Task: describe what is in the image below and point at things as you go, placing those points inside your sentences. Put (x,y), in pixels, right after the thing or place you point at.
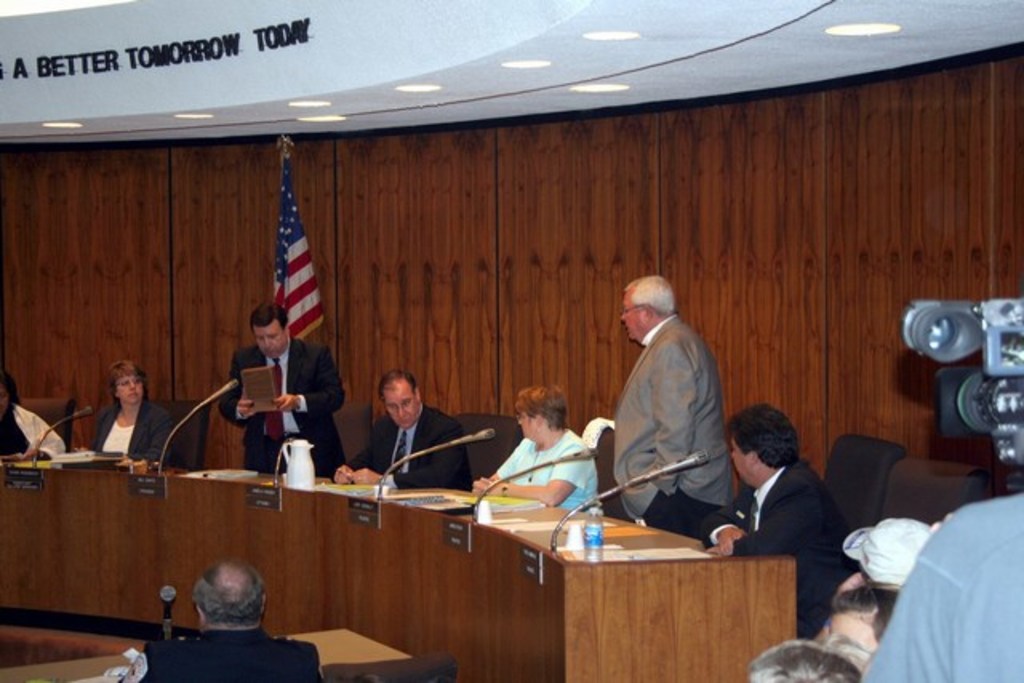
In this image there are group of people (842,625) sitting on chairs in front of table (601,634), behind them there is a flag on the pole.
